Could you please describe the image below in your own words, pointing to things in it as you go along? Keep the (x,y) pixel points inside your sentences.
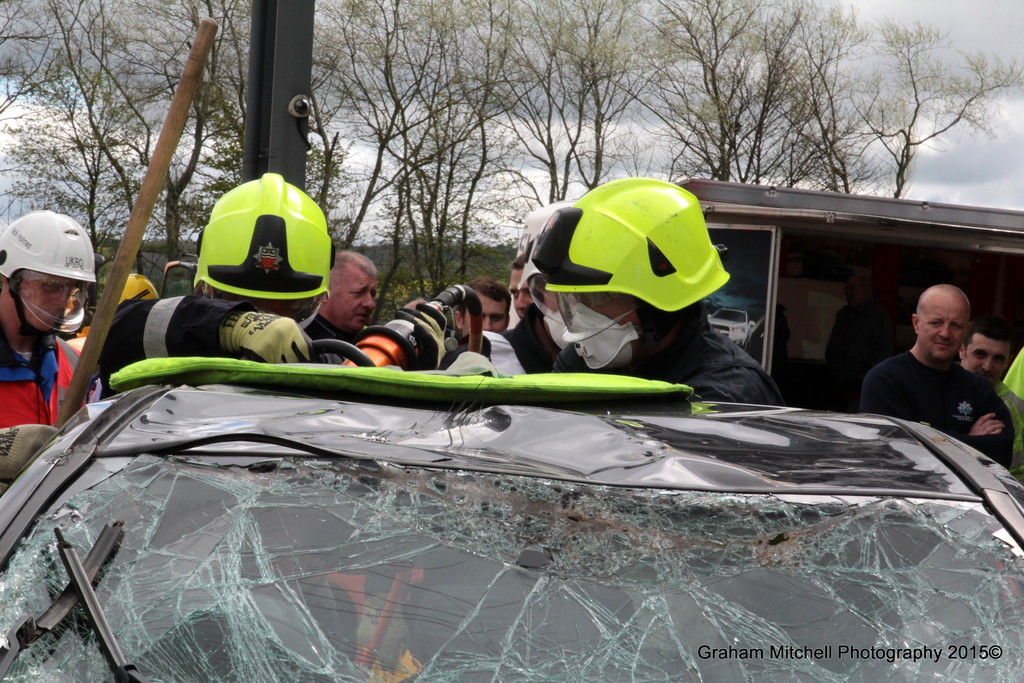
In the foreground of this image (469,549), there is a crushed car (396,525) and there are persons (487,334) standing behind it. Few are wearing helmets (540,247) and a man (231,332) holding a pipe like an object (407,333) and another man (44,311) holding a stick (156,185). On the right (877,259), there is a shelter like an object (876,259). In the background (293,156), there is a pole (289,17), few trees (647,99), cloud (998,11) and the sky (10,82).
